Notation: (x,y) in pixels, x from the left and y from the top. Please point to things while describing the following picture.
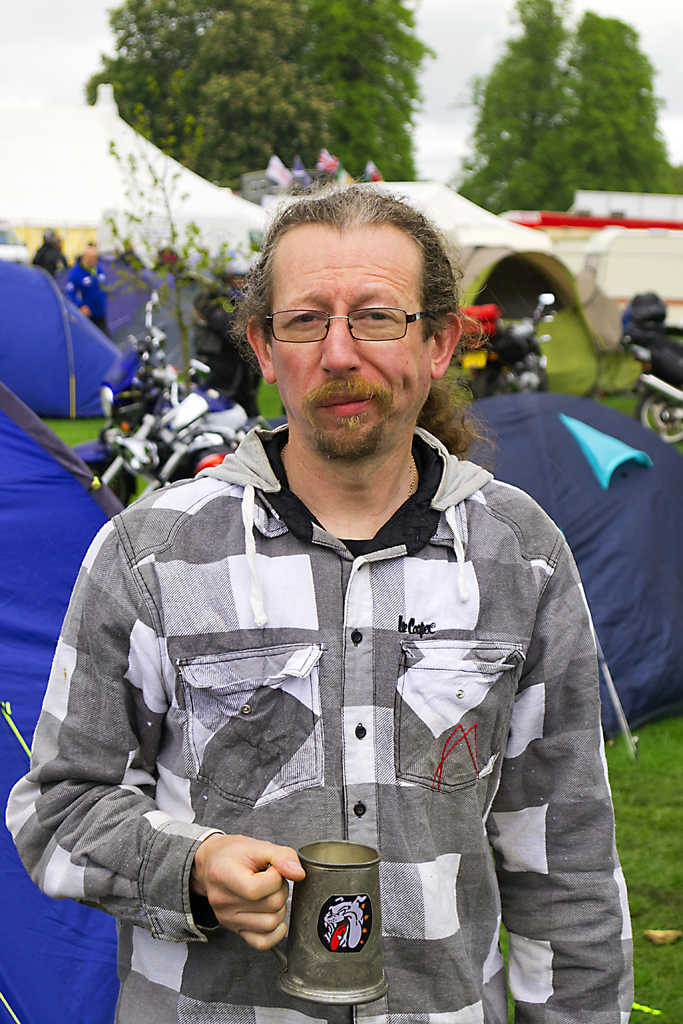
In this image I can see a person (299,559) standing and holding the cup (309,926). To the back of him there are tents (70,367) and the motorbikes (537,348). In the background (326,119) there are trees (142,105) and the sky (53,95).
